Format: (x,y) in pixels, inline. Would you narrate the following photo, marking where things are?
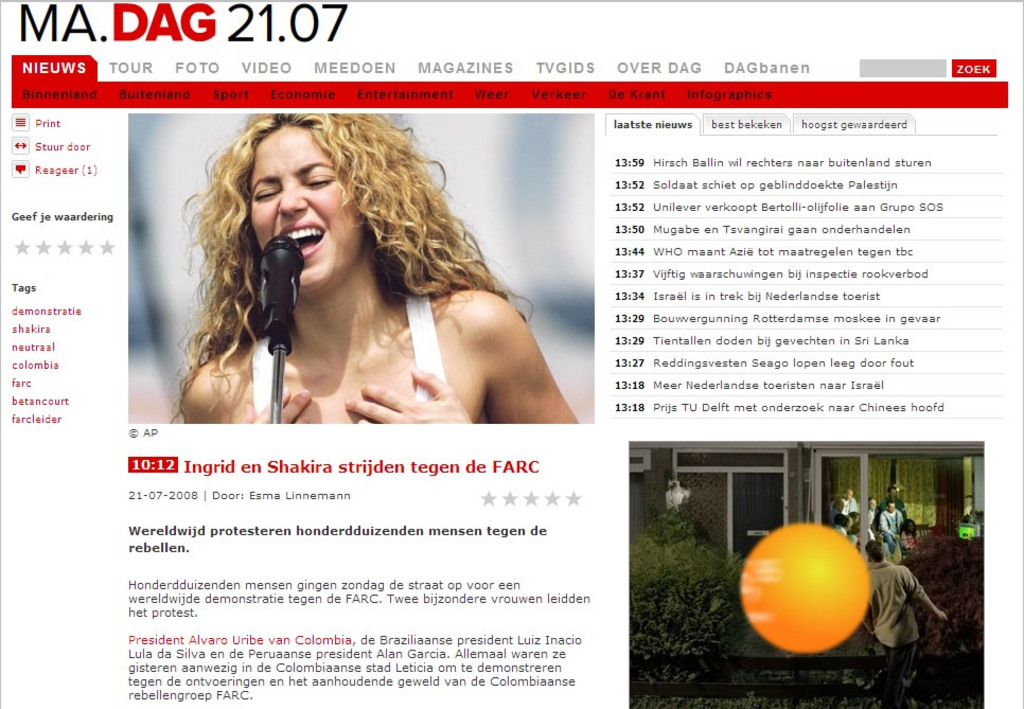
This is a magazine (302,243) and here we can see an image (380,262) of a lady (318,341) and a mic (282,309) and we can see an another image (827,572) with some people (851,536) and plants (665,605) and a light (845,563) and there are doors (756,479) and we can see some text (309,592).
